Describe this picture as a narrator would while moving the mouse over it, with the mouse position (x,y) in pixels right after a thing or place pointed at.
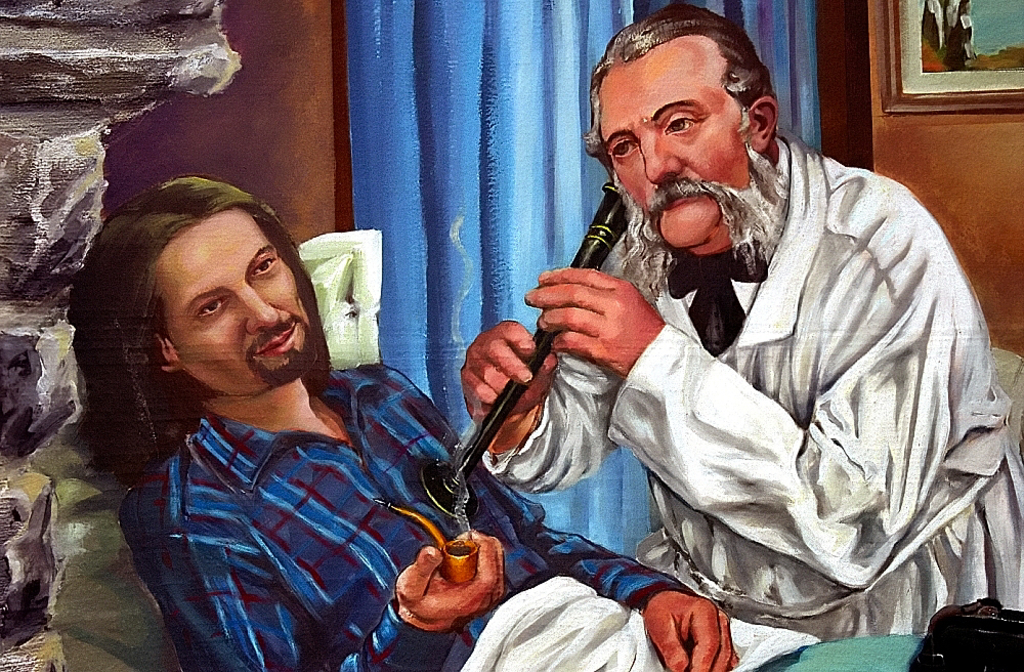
As we can see in the image there is painting (280,117) of wall (306,58), curtain (532,114), photo frame (887,91) and two persons (621,402). The man (793,362) standing on right side (882,342) is wearing white color jacket (852,365). The man (267,480) laying on the left side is wearing blue color shirt (360,504) and holding smoke cigar pipe (444,539).
